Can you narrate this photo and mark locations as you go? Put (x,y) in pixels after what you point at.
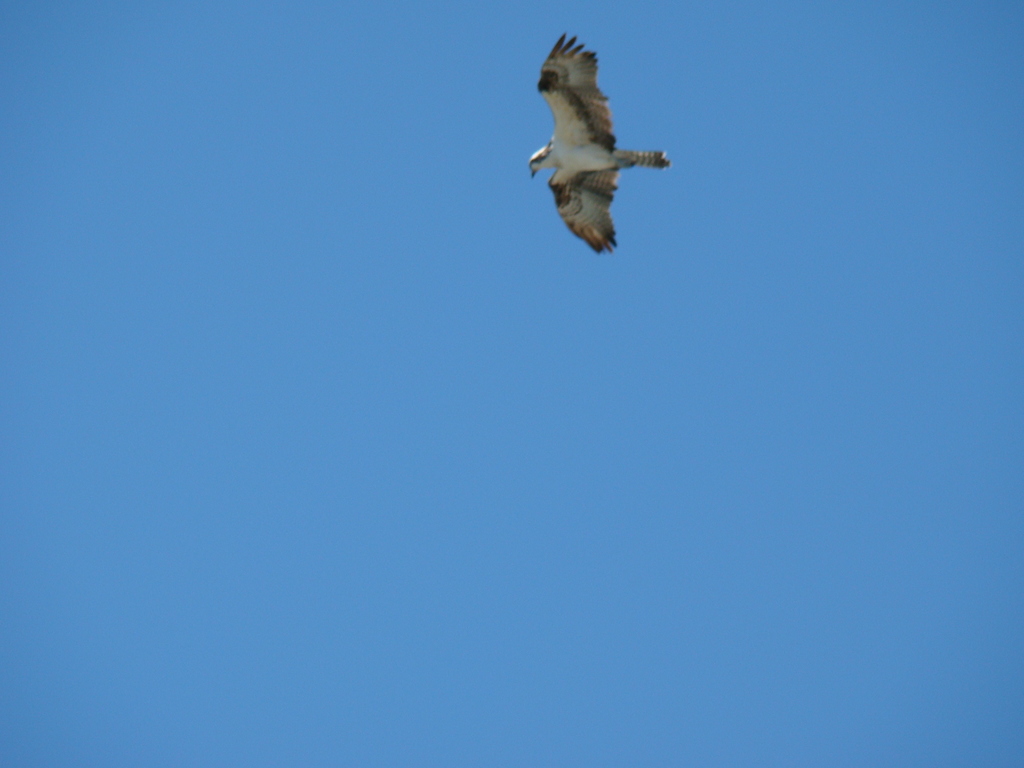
In this picture we can observe a bird (549,165) flying in the air (300,101). This bird (583,150) is in white and black color. In the background (571,418) there is a sky (351,372).
